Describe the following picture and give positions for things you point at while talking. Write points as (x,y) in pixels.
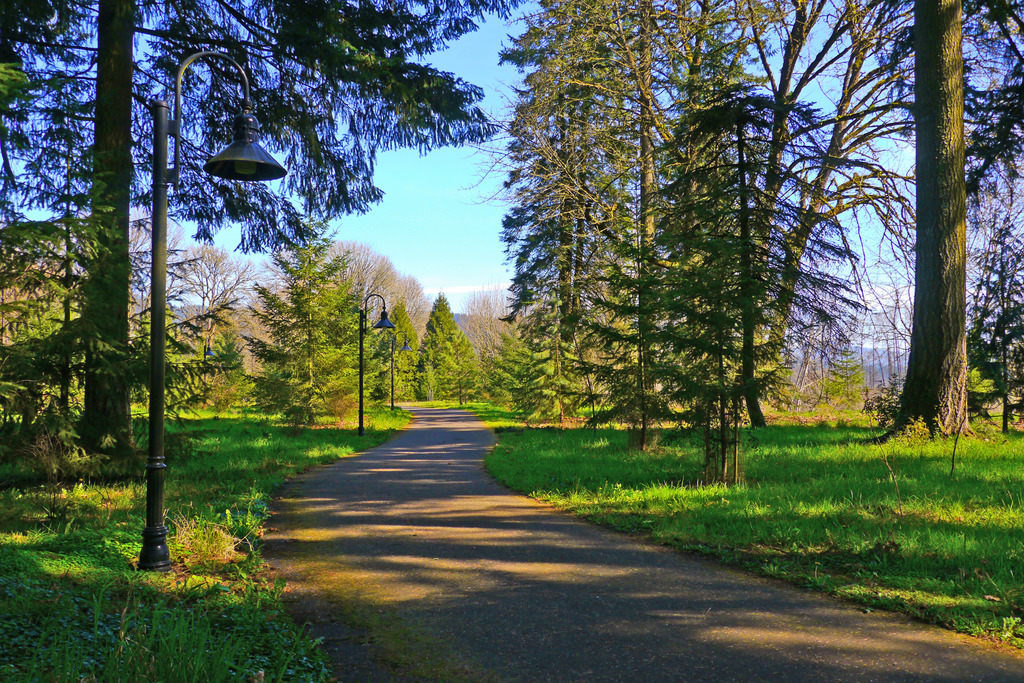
In this image, there are so many trees (871,379), planted, street lights (362,432), grass (785,491) and walkway (525,566). In the background (481,253), we can see the sky (393,213).
